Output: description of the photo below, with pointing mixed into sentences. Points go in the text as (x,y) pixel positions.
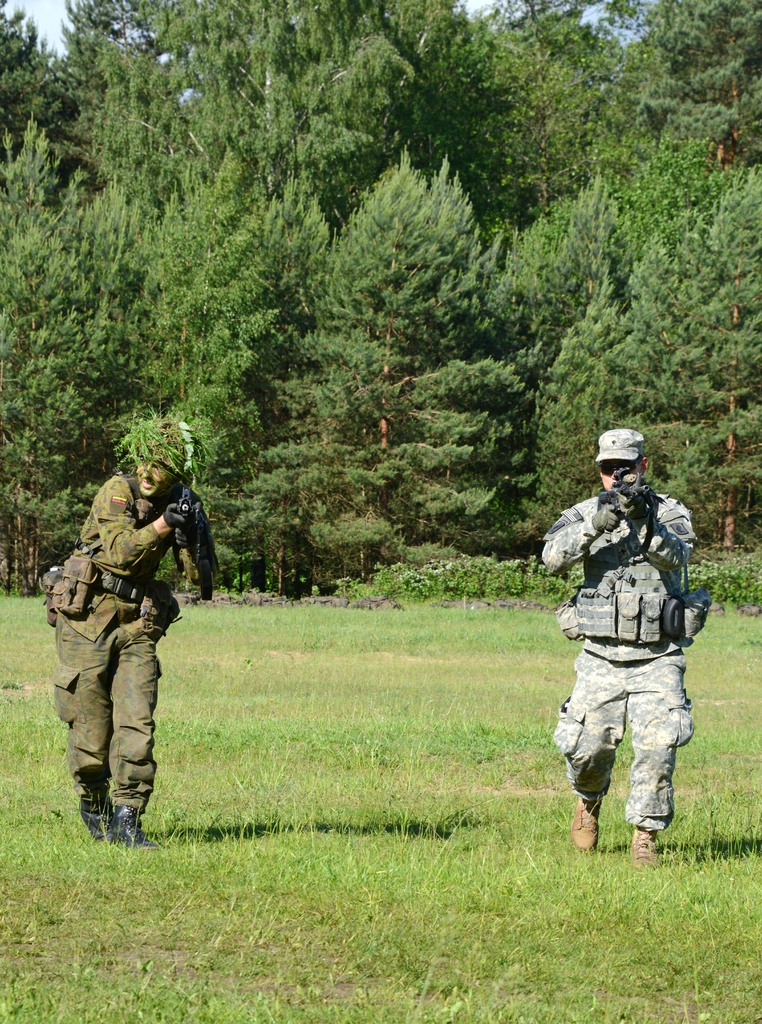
In this image I can see there are two persons (102,522) holding guns (631,491) visible in the foreground (105,617), in the background (165,231) I can see trees (500,87), at the top (57,12) I can see the sky (27,12).
